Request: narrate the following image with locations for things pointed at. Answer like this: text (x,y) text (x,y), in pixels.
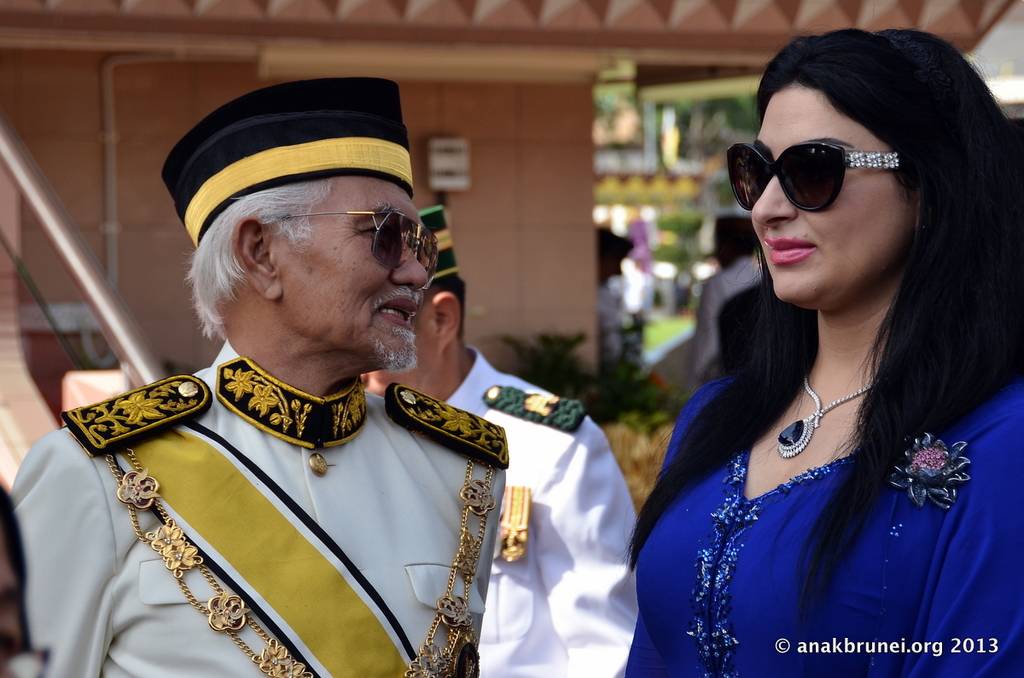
In this picture we can see an old man (276,395) wearing white and golden suit (195,495), standing in the front (393,494) and talking to the woman (736,511), standing beside him and wearing blue color dress (809,508) and black sunglasses (781,180). Behind there is a brown color building wall (560,159).
